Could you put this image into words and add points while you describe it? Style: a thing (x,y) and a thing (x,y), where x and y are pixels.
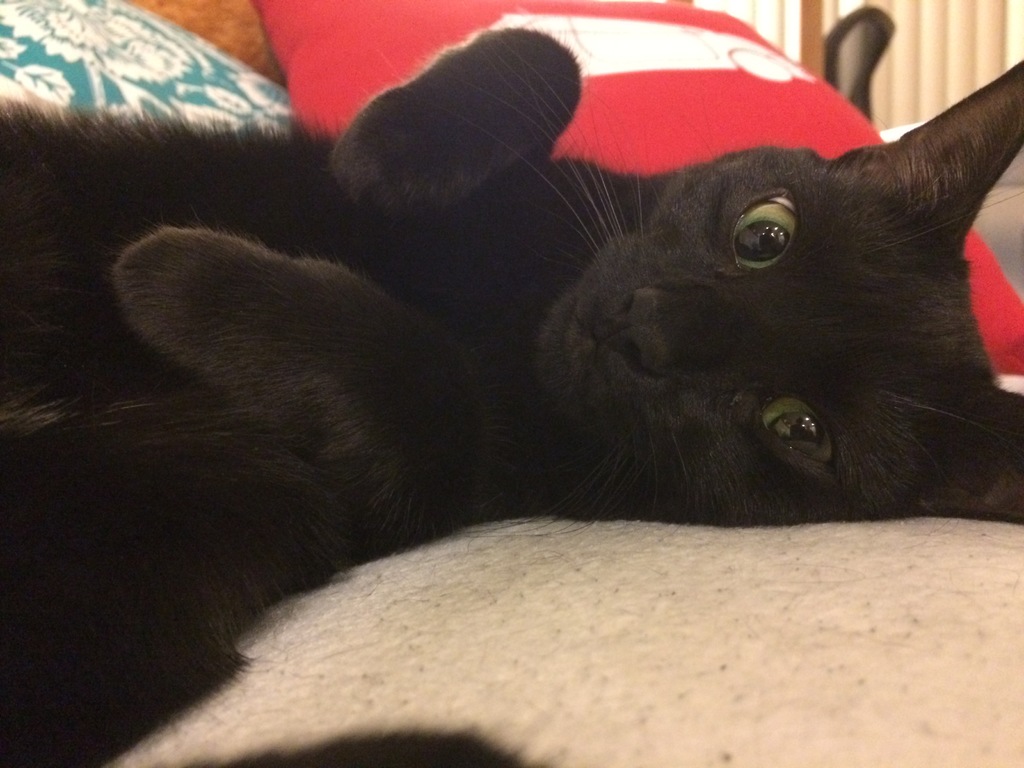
In this picture I can see a cat (252,438) which is of black color and it is on the white color surface (459,546). In the background (342,19) I see a cushion (637,102) which is of red and white color and on the top left of this image (101,52) I see the designs (58,40) on the blue color thing (122,59).
